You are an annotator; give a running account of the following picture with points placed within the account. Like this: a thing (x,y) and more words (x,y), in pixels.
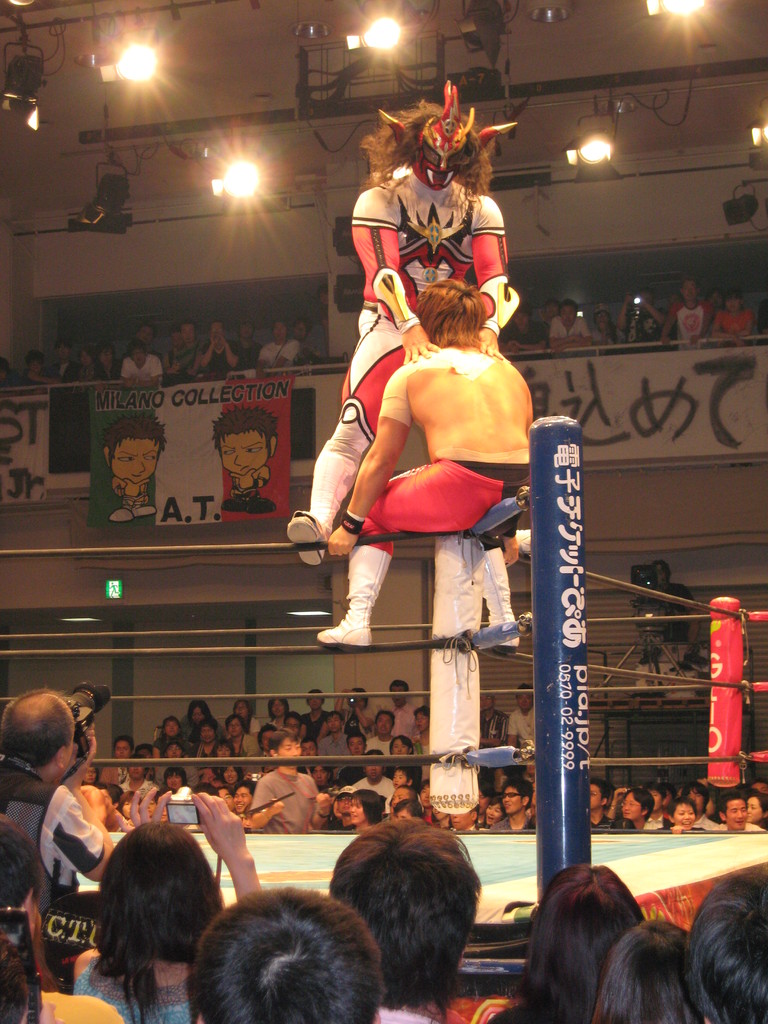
At the bottom of the image (114,931) there are few people (59,859) standing. In front of them there is a stage (526,939) with poles (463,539) and ropes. On the ropes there are two men (474,451). In the background (350,251) there are walls (36,338) with posters (588,392) and also there are few people (30,361) standing. At the top of the image (529,24) there is a roof (431,53) with lights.
